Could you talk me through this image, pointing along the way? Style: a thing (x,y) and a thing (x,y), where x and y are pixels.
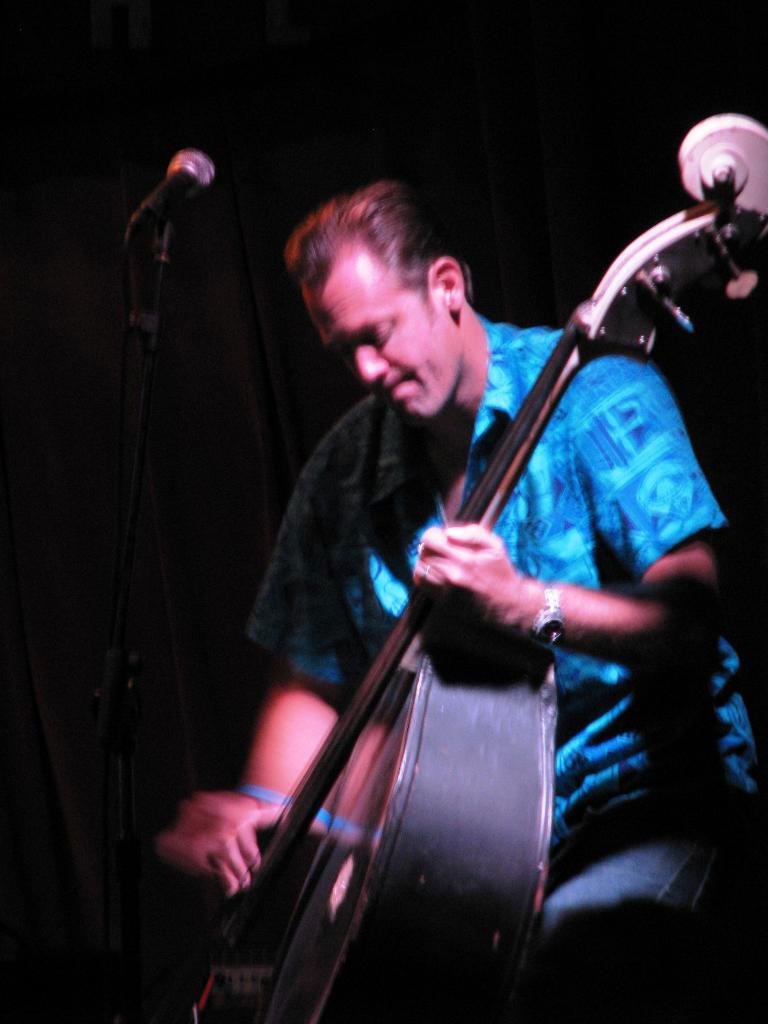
Here we can see a person (206,867) playing a musical instrument (517,464) with a microphone (203,160) in front of him.
